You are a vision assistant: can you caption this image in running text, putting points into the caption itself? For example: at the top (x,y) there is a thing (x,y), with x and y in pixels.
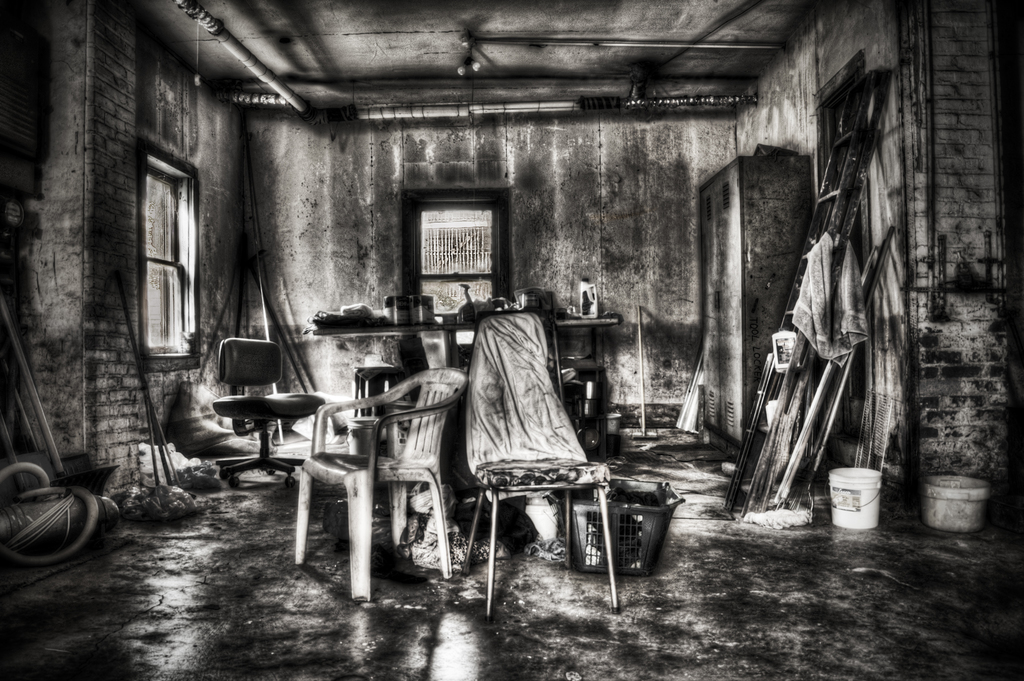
In this image, we can see some chairs (367,527) and there is a white color bucket (857,507) on the right side (843,507), we can see the walls (299,285) and windows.
